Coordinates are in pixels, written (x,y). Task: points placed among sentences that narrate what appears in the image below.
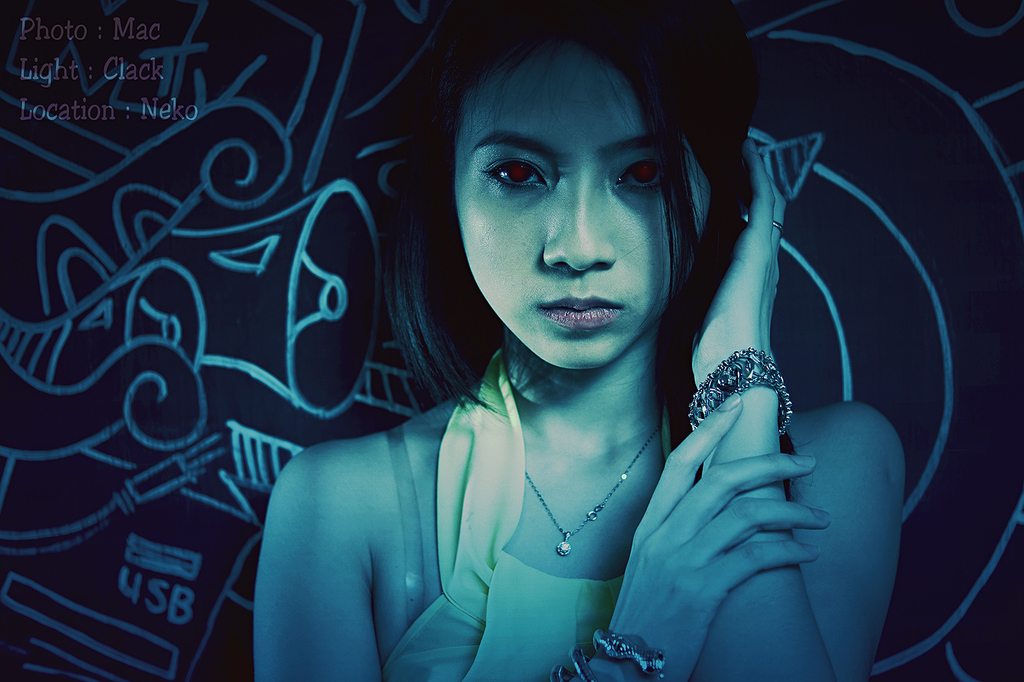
In the image we can see a woman (724,214). Behind her there is wall (139,258).
